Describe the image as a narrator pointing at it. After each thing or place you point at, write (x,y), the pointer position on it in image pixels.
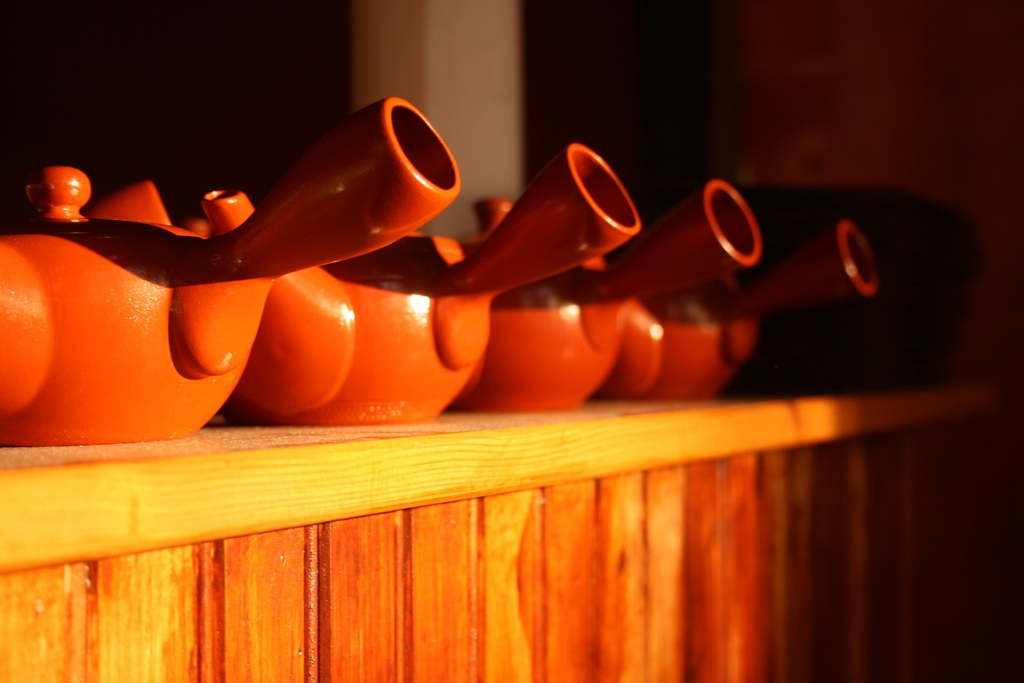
This image is taken indoors. In the background (473,70) there is a wall (633,113). At the bottom of the image (275,509) there is a wooden table (416,480) with a few kettles (473,293) on it.
